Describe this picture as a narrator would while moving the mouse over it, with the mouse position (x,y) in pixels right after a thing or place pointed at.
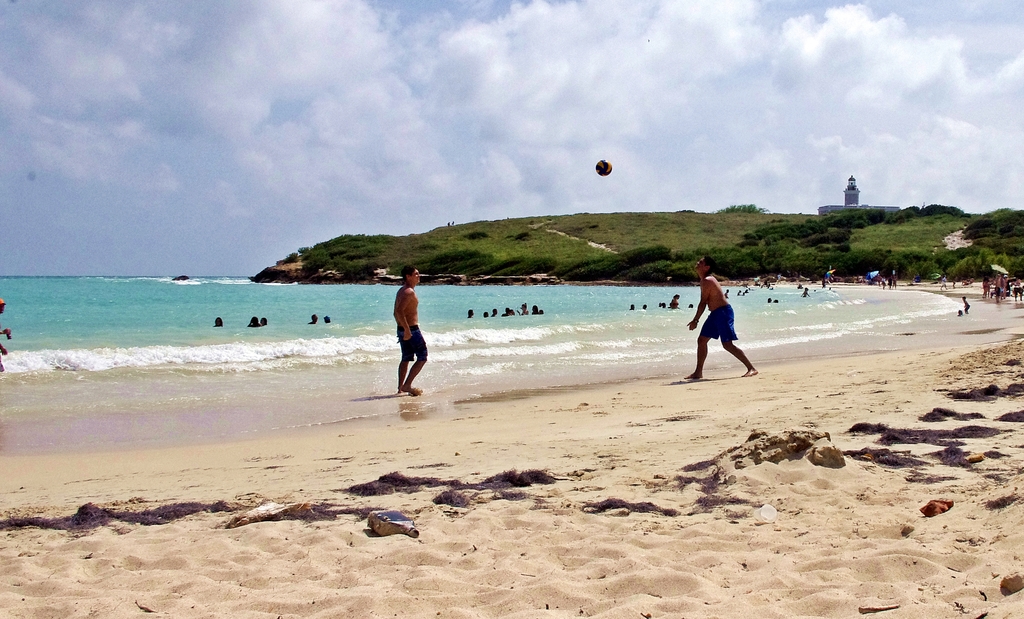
Sky (590,138) is cloudy. Ball (610,168) is in the air. Here we can see soil (578,468), water (544,356) and people (513,310). Few people (513,310) are in water (575,333). Far there is a building (849,189), grass (636,237) and plants (769,229).
